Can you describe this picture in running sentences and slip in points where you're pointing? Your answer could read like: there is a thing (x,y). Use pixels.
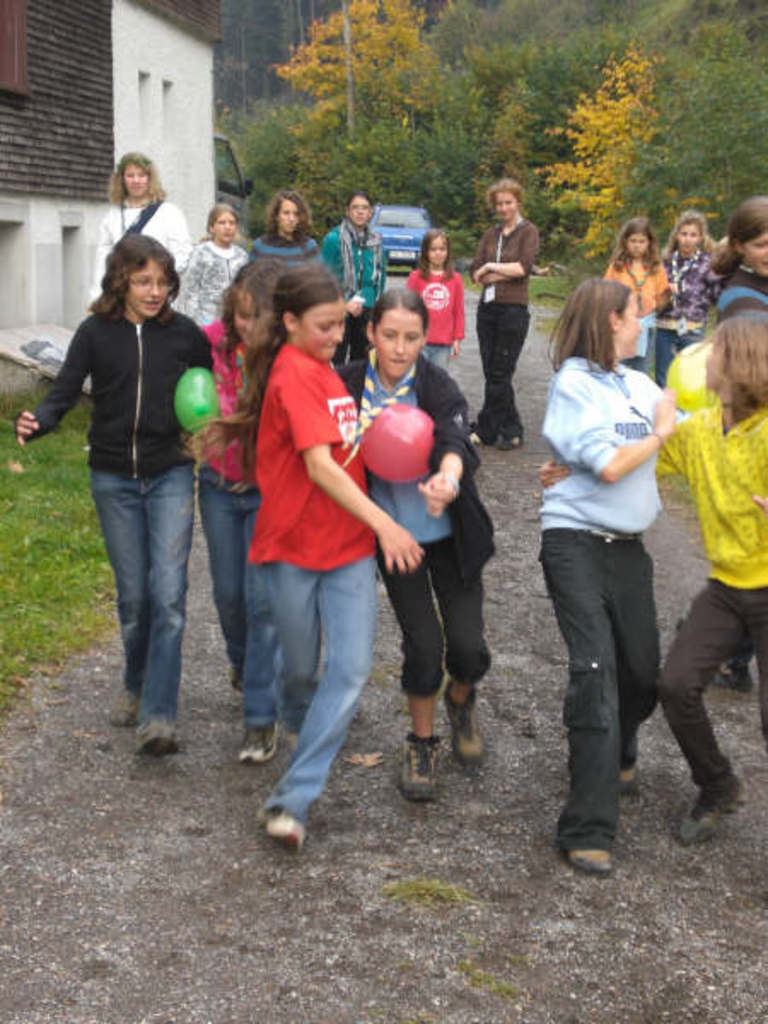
In this image, we can see the girls (348,619) are playing a game with balloons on the walkway (543,791). In the background (417,259), we can see people (349,279), house (79,213), grass (78,436), plants (735,40), vehicle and trees (726,141).
